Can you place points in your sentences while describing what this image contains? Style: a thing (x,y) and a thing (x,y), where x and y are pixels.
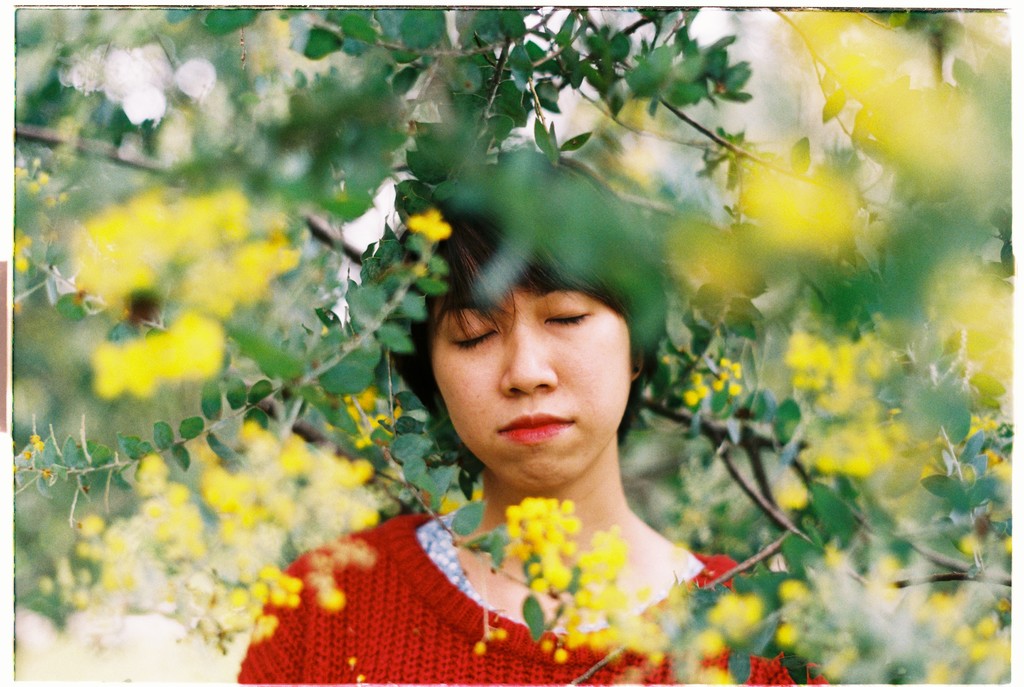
in this picture we can see a woman (593,327) standing and closing her eyes (479,338) wearing a red color sweater (363,569) and i can see trees (112,326), flowers (153,348).
